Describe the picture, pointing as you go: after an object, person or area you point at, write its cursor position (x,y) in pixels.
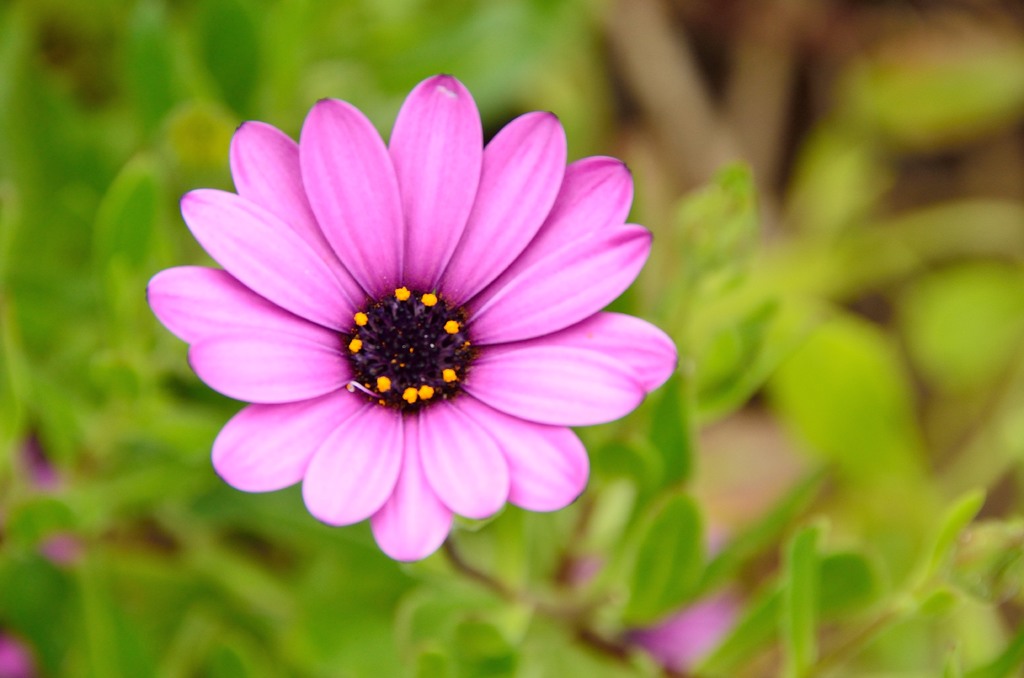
In this image we can see a flower (474,184) and behind the flower (295,435) we can see few plants (207,485).
